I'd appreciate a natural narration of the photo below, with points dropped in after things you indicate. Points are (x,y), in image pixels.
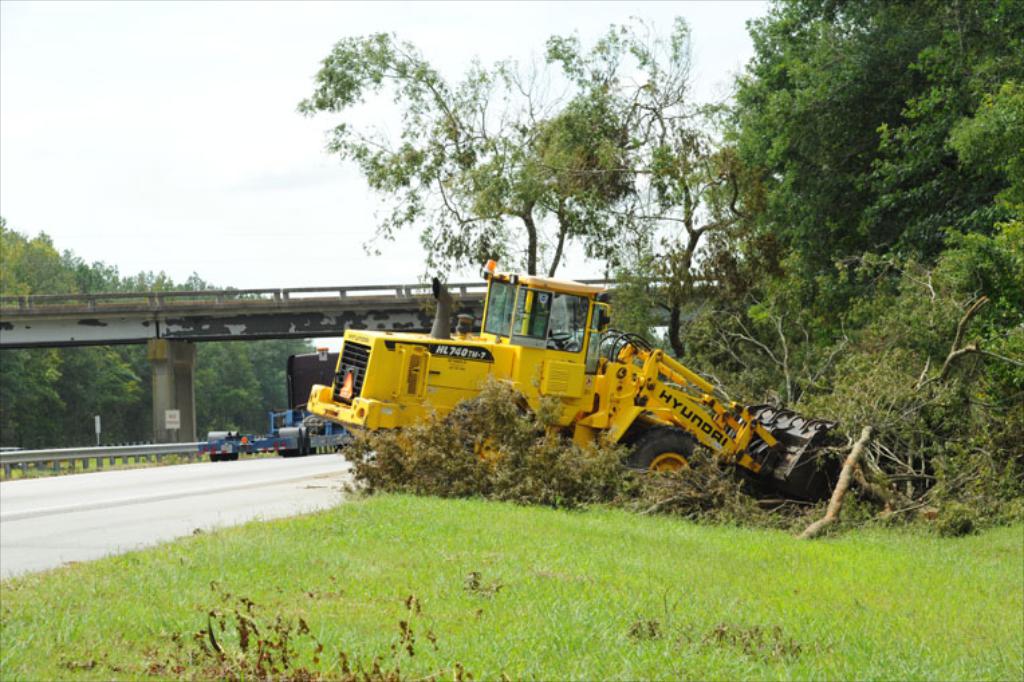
This is an outside view. In this image I can see bulldozer (553,339) which is in yellow color. It is lifting the trees (843,505). At the bottom of the image (459,602) I can see the grass (392,575) in green color. On the left side (67,523) that is a road (265,497). In the background (134,325), I can see a bridge (164,333) and some trees (87,353). On the top of the image (205,117) I can see the sky (215,141).
